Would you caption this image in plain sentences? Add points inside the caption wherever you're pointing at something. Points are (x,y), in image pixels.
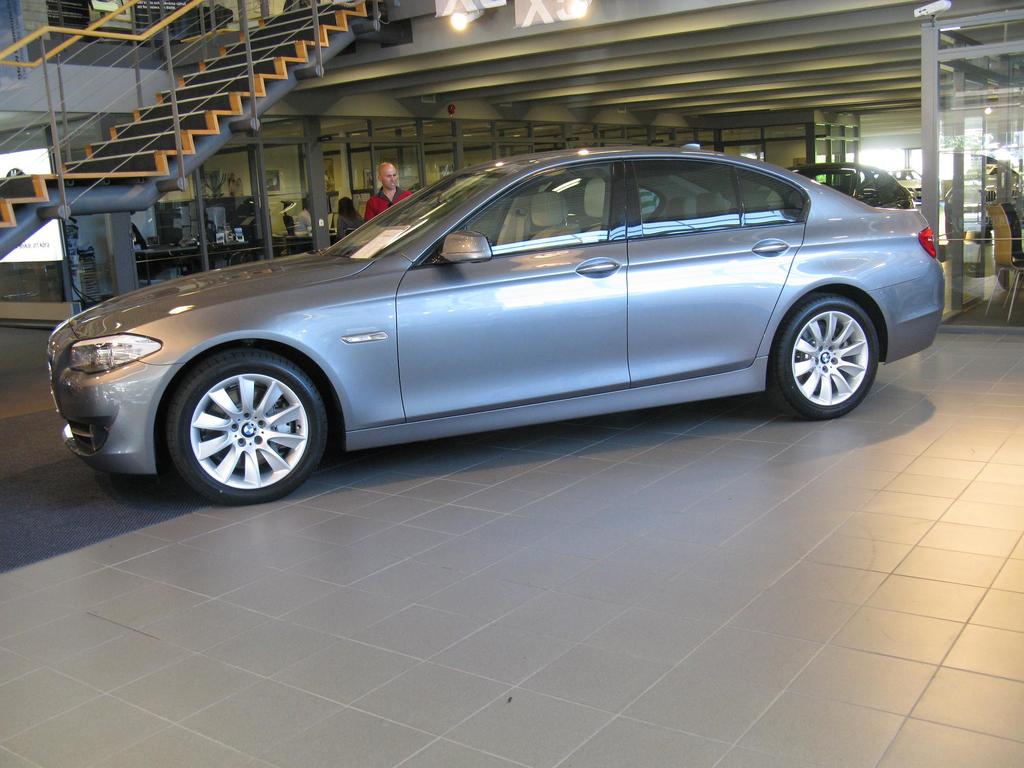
In the background (772,140) we can see compartments (966,144) with glass doors (994,166). This is a staircase (178,158). Here we can see a man (385,182) standing near to a car (833,314). We can see vehicles (873,171). This is a floor (450,665).
